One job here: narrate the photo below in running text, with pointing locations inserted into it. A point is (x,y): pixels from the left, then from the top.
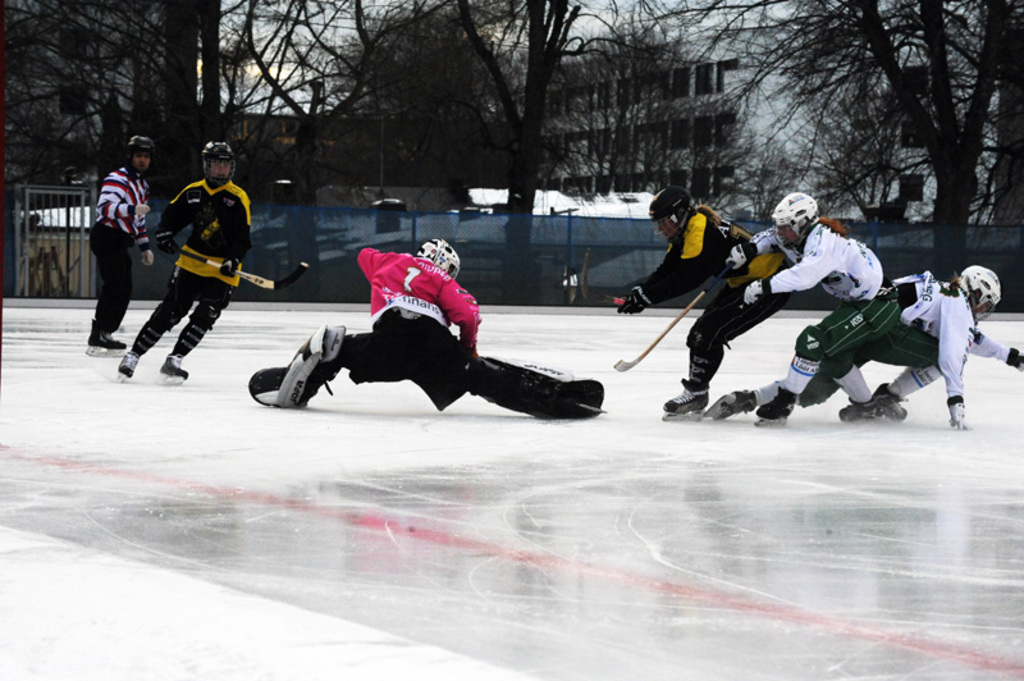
In this image we can see a group of people (700,359) wearing helmets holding sticks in their hands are skating on the ground (624,394). In the background (62,262), we can see a fence (357,252), gate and some buildings (662,134) with windows (677,143). At the top of the image (980,120) we can see a group of trees (536,61) and sky (646,18).
